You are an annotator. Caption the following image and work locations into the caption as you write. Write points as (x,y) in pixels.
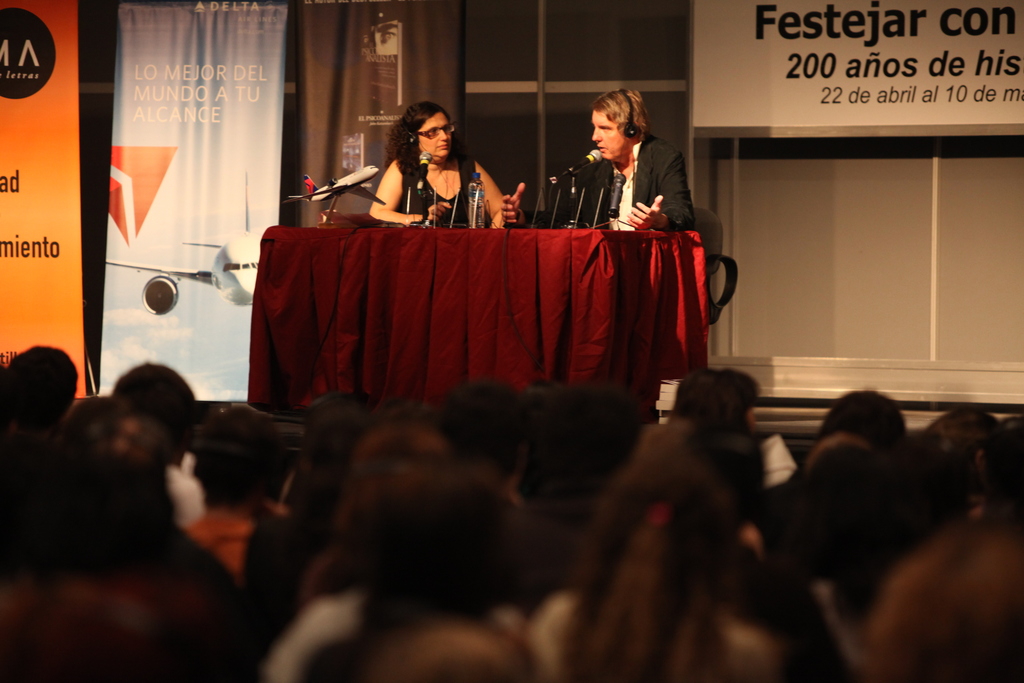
In this picture we can see a group of people (537,475) sitting. In front of the people (541,440), there are two other people (456,172) sitting on chairs (723,256) and in front of the two people (587,177) it looks like a table (412,241) which is covered by a red cloth (413,260). On the table (431,259) there are microphone (427,157), water bottles (468,197) and a toy airplane (340,187). Behind the people (489,181) there are banners (72,163) and the wall (848,232).
